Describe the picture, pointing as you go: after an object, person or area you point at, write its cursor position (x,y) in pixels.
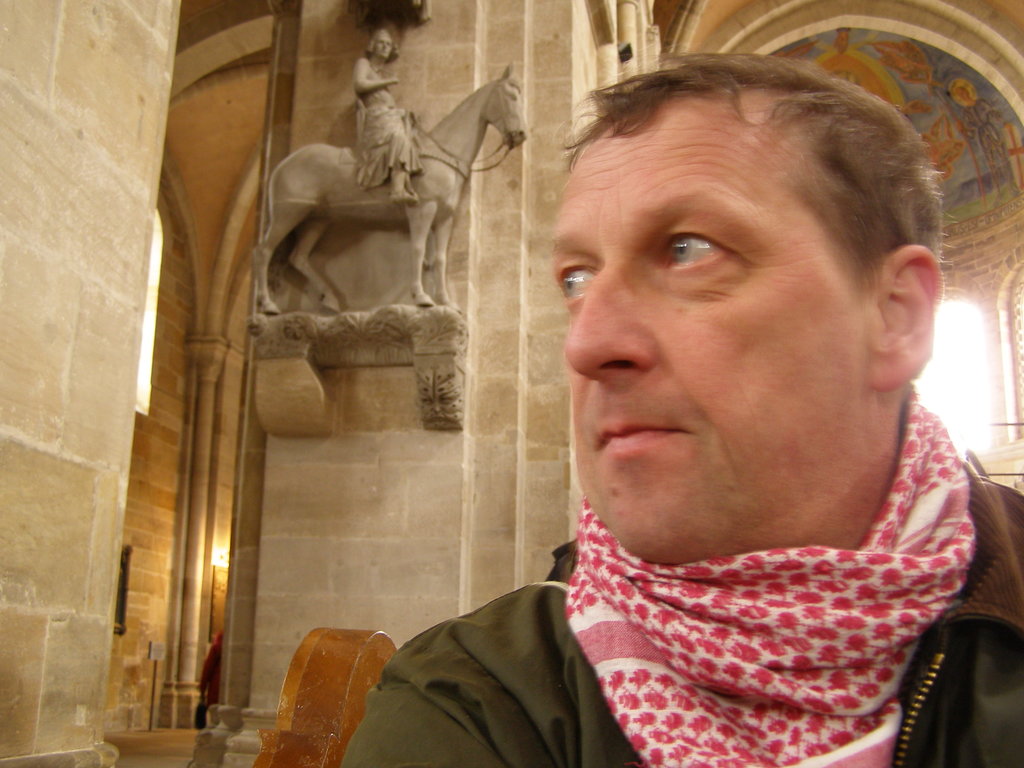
In the right side (687,735) he is a man (718,392) looking that side. In the left side (329,176) there is a statue (457,140), a person (399,171) is sitting on a horse (451,188).
